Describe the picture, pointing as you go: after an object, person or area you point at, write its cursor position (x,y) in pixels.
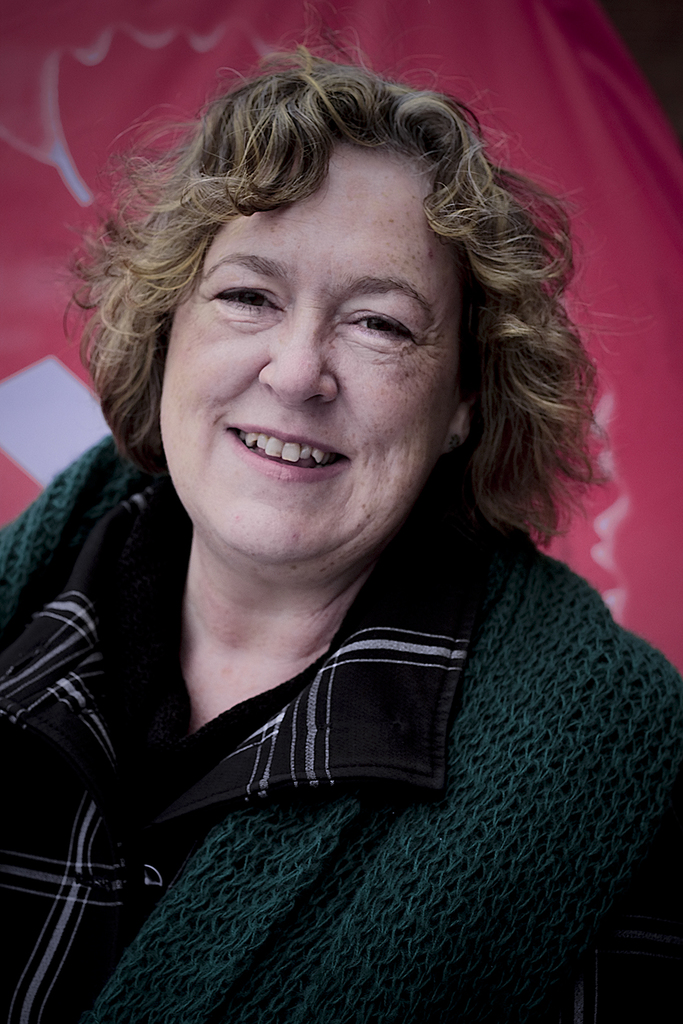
In this image, we can see a woman (427,711) is smiling and seeing. Background (169,7) there is a pink banner (669,523).
